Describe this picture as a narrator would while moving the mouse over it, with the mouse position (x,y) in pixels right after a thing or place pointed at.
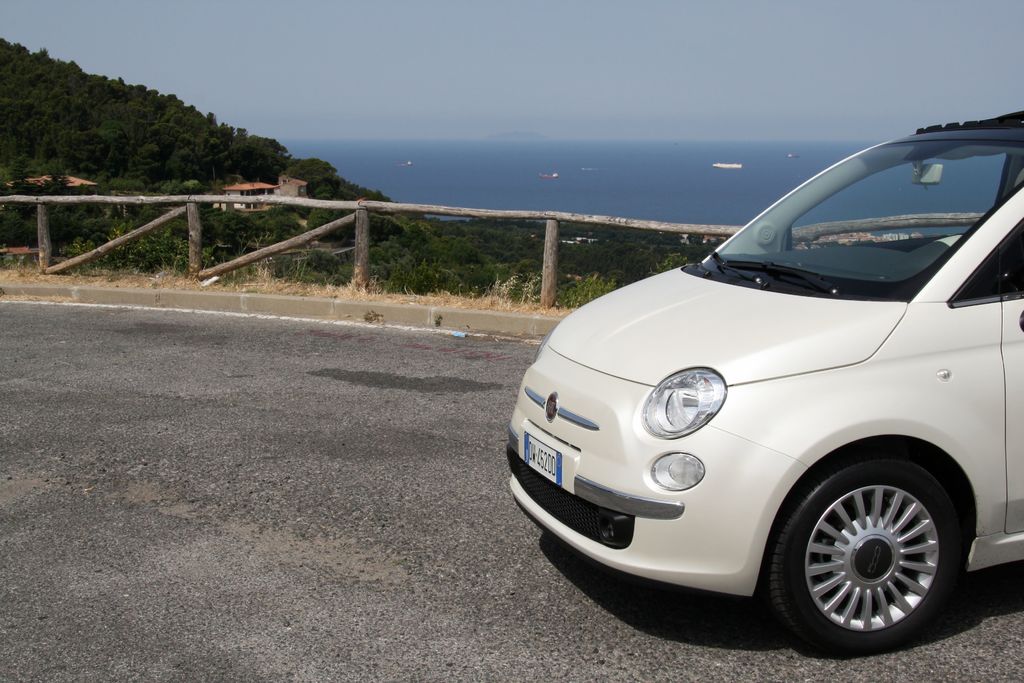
This picture shows a white color car (739,485) on the road (269,472) and we see trees (206,154) and a building (304,184) and couple of boats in the water (675,151) and we see a fence (358,272) and a clear sky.
